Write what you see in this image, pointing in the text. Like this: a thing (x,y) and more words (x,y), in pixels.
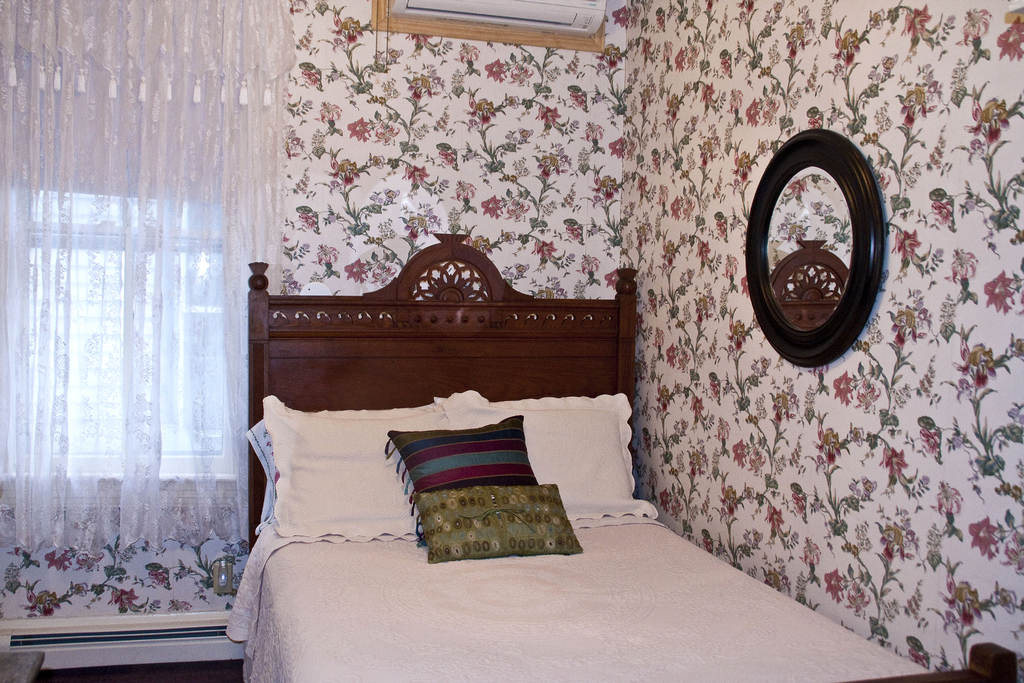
In this picture we can see a decorative wall (588,148). air conditioner (573,11) over a wall (333,20), white curtains (182,297), window (130,418), and a bed (504,631) with cushions (566,415) on it
